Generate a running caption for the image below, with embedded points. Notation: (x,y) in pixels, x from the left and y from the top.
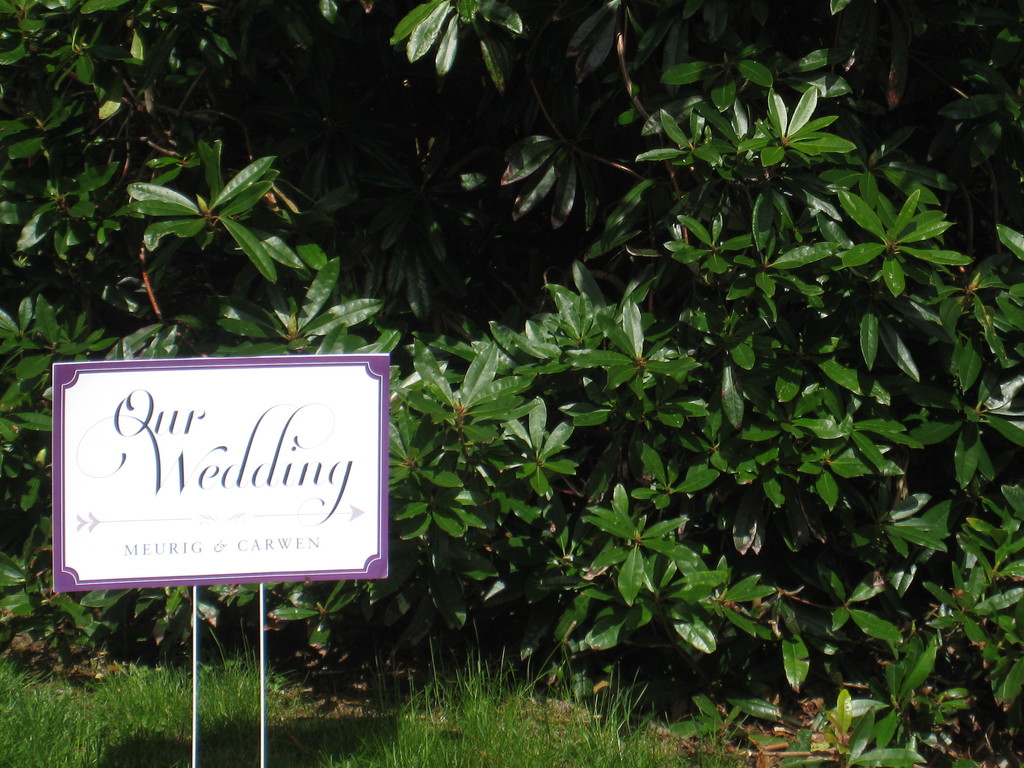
In this picture I can see a name board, there is grass (364,719), and in the background (46,342) there are trees (714,497).
